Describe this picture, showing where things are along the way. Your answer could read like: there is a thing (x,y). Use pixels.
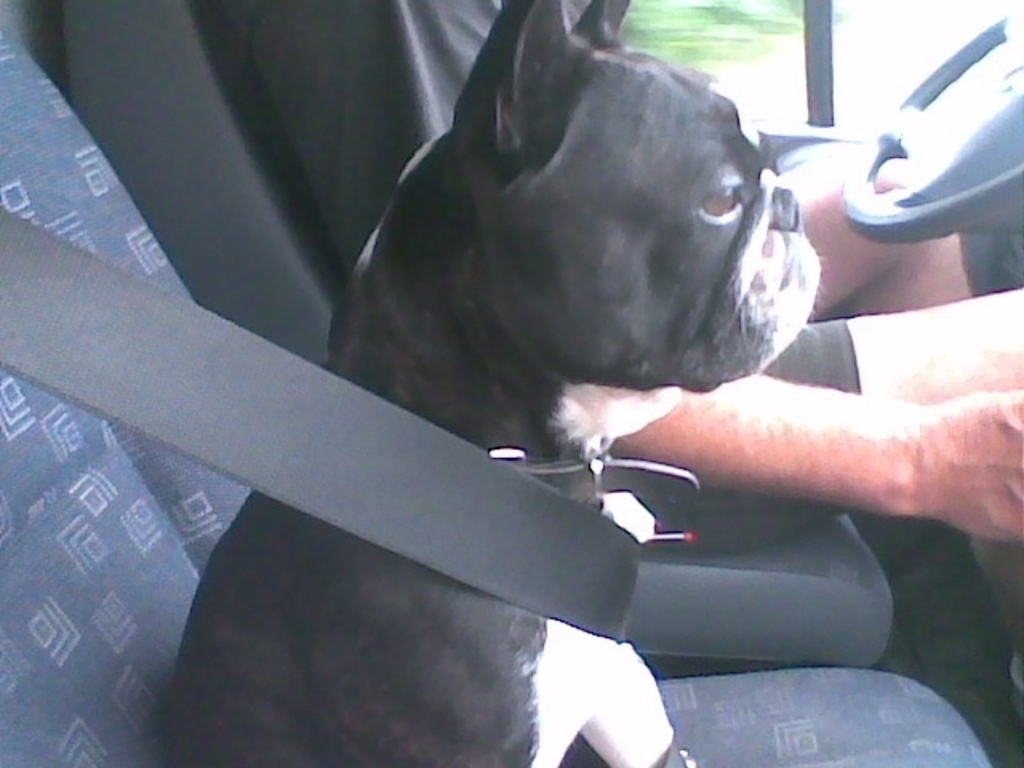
In the image in the center (364,411) there is a car (318,312). In the car (388,202), we can see one person (962,338) sitting. And there is a steering wheel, seat belt (350,416) and one dog (713,200), which is in black and white color.
